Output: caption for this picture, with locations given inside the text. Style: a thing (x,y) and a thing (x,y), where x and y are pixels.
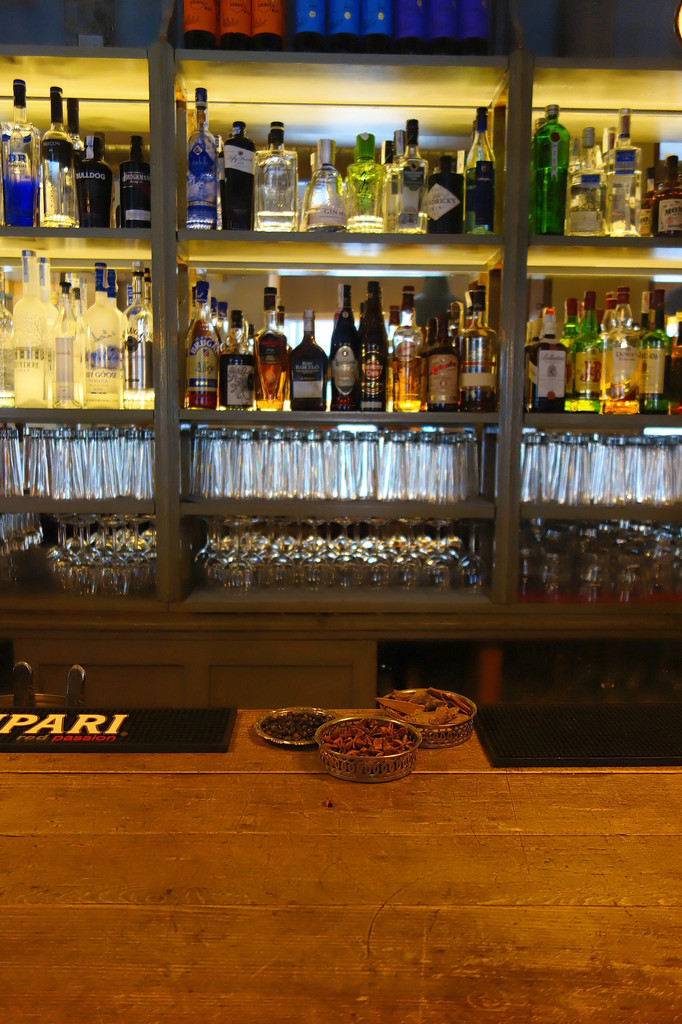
There are liquor bottles (234,198) in these racks (678,296) and glasses (430,434) in these.
